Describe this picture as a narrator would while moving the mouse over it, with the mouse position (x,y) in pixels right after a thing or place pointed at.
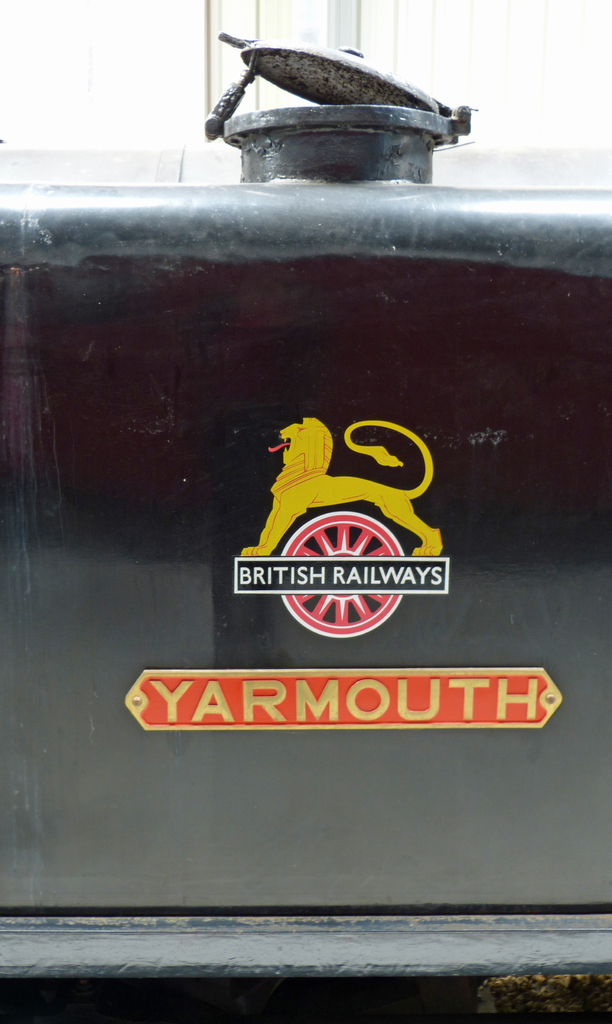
In this picture we can see a name board (270,669) and a logo (434,593) on a tank (63,639) with a lid (278,73) and in the background (202,76) we can see windows (496,65).
